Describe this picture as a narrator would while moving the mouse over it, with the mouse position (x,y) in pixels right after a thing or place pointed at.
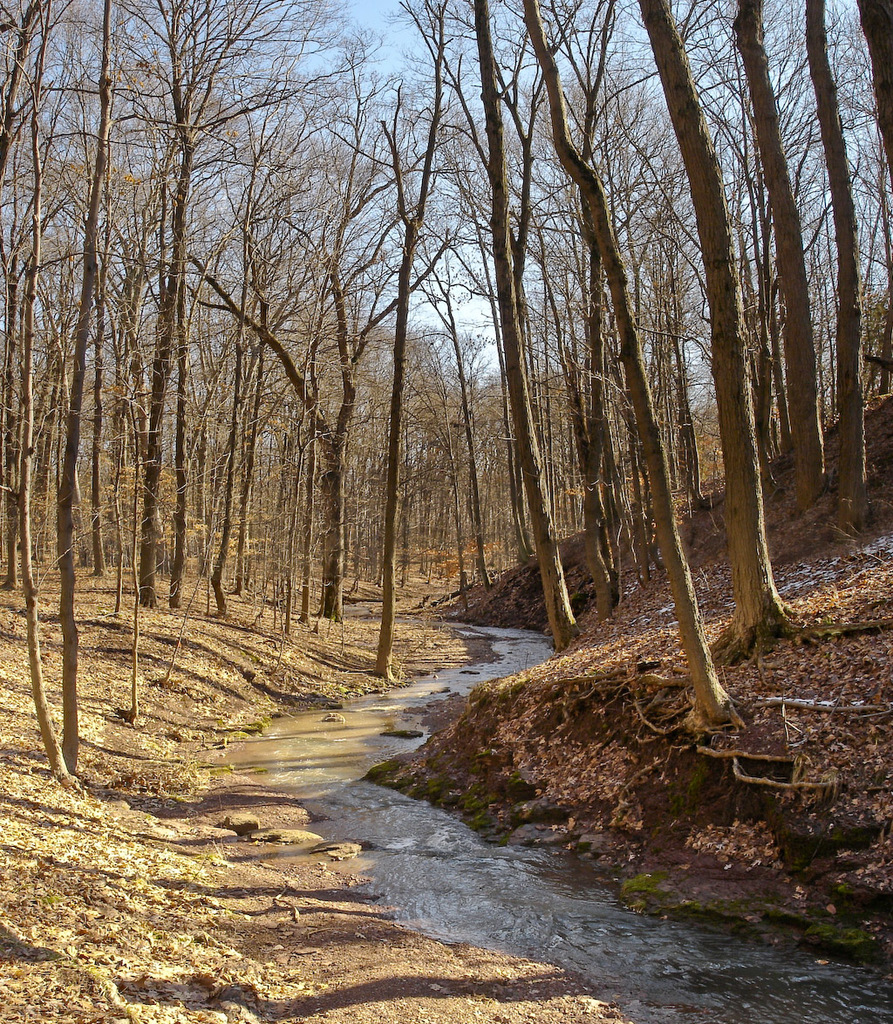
In this image, in the middle (493,489) there are trees (314,494), branches (428,494), land (420,636), water (336,768), stones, sky (456,77).
